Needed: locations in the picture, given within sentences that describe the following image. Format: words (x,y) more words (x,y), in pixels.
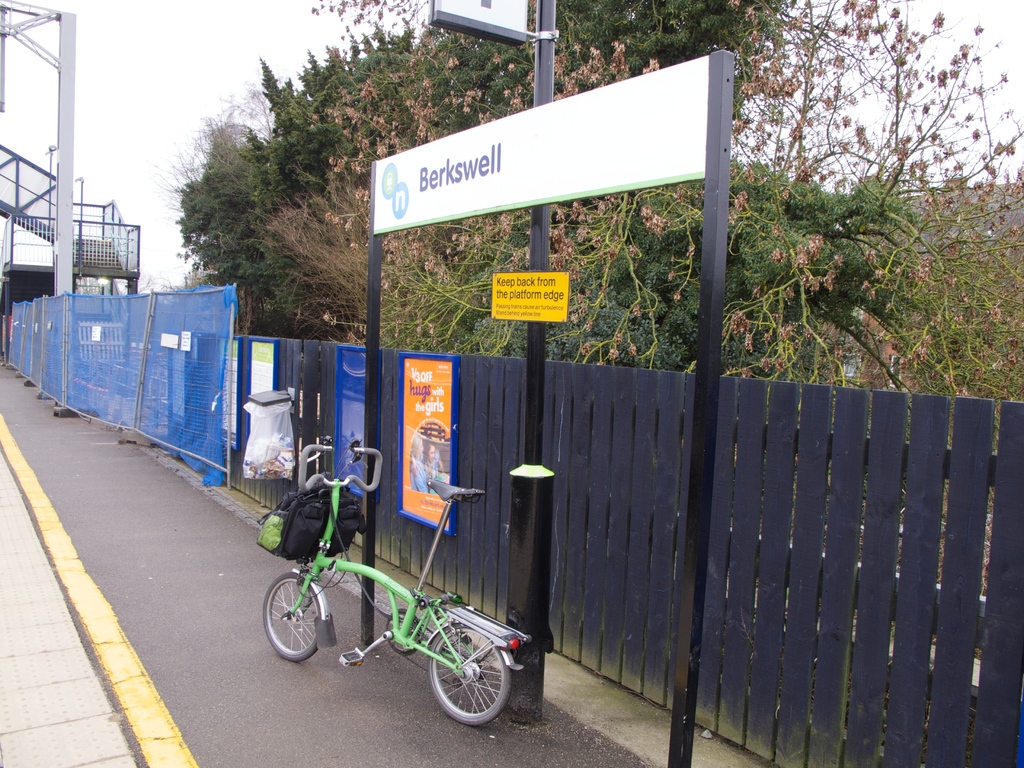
In the center of the image (348,499) there is a bicycle (486,670). On the right (828,706) there is a fence (878,578) and board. In the background (441,304) there are trees (514,229), stairs (132,231) and sky (198,54).
